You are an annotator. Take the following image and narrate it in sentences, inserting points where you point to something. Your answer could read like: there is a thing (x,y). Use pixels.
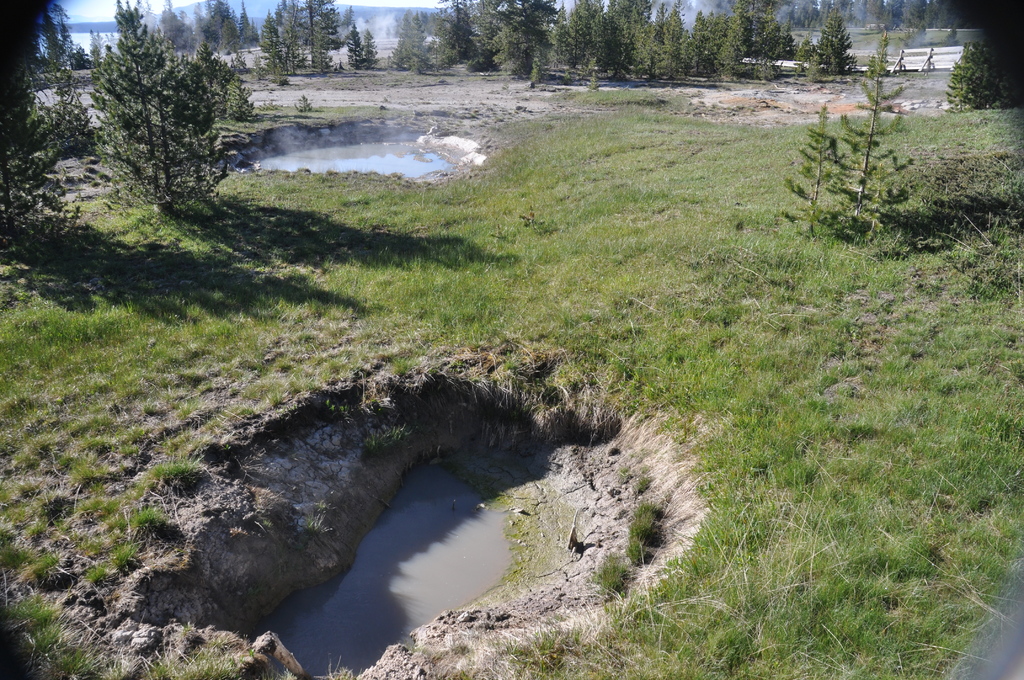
In this picture we can see some grass (672,262) on the ground (869,365). We can see the water (442,492) in the ponds (411,177). There are a few plants (20,193), trees (798,57) and other objects (930,63) are visible in the background (934,54).
